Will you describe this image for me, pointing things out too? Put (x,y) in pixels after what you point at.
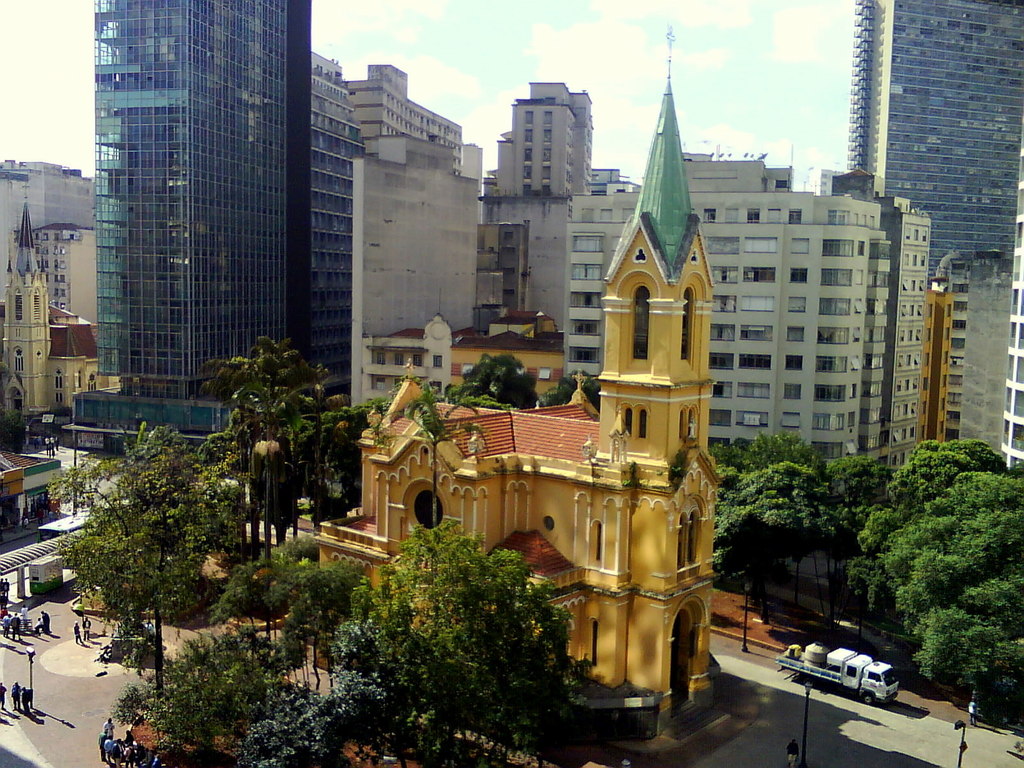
In this image there are buildings (978,332) and trees (837,563). At the bottom (828,692) there are vehicles (821,662) on the road (786,685) and we can see people (27,691). There are poles (808,710). In the background (519,44) there is sky (6,64).
